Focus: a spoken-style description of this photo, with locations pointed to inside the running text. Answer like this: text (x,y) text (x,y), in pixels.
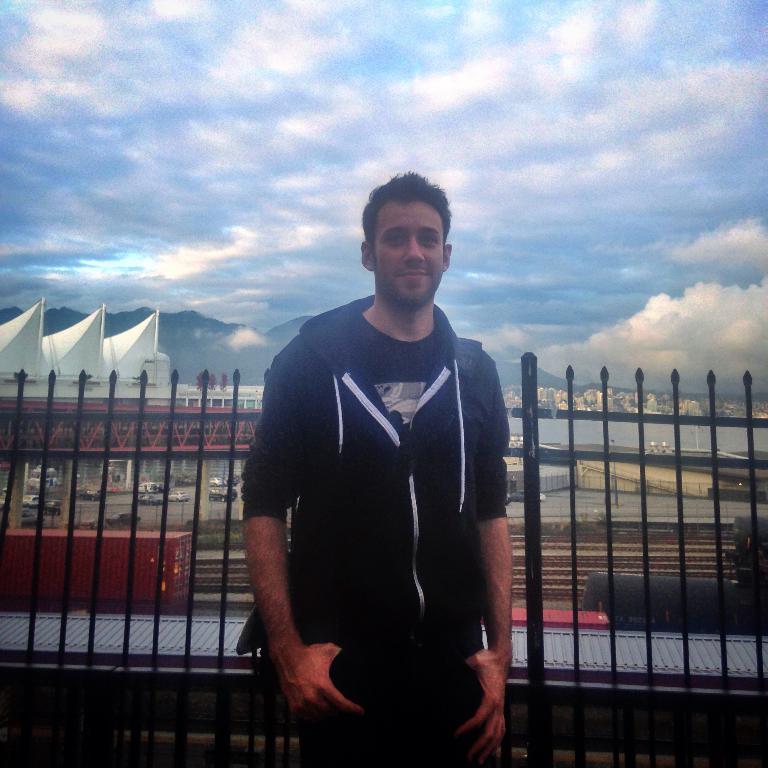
In this image there is a person (479,354) standing. Behind him there is a fence (169,456). Left side of the image (128,499) few vehicles (47,502) are on the road (92,500). Right side (703,444) there is a lake (720,432). Background (73,341) there are few buildings (63,339). Behind there are few hills (46,322). Top of the image (548,98) there is sky (604,329).
